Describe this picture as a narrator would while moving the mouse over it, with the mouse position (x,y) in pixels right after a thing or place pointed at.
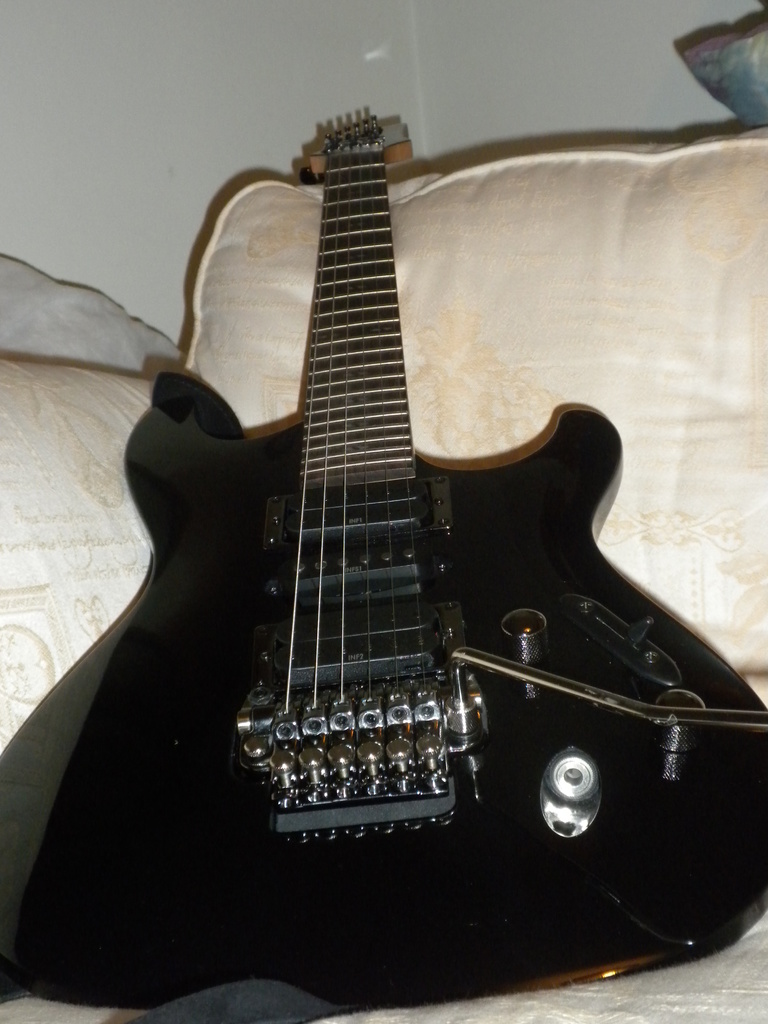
In this image, we can see guitar (163,521) and pillows (436,426) on the bed (571,1023).
